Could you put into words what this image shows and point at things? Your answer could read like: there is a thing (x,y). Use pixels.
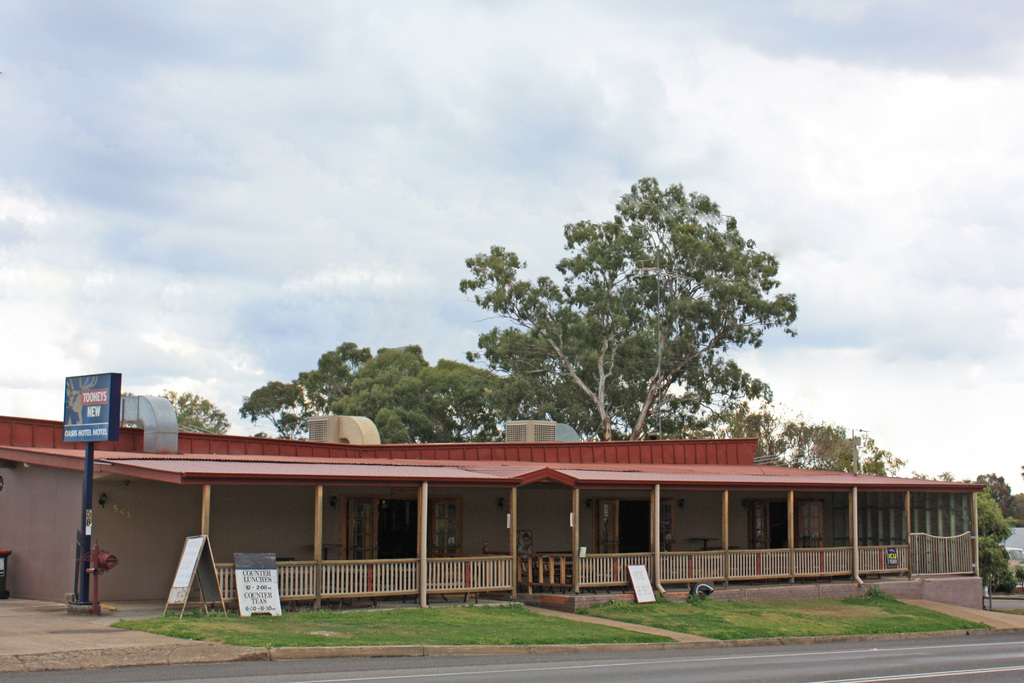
In this picture we can see a building (429,563), in front of building (229,439) we can find few hoardings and grass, in the background (171,249) we can find few trees (502,380) and clouds (287,195).
